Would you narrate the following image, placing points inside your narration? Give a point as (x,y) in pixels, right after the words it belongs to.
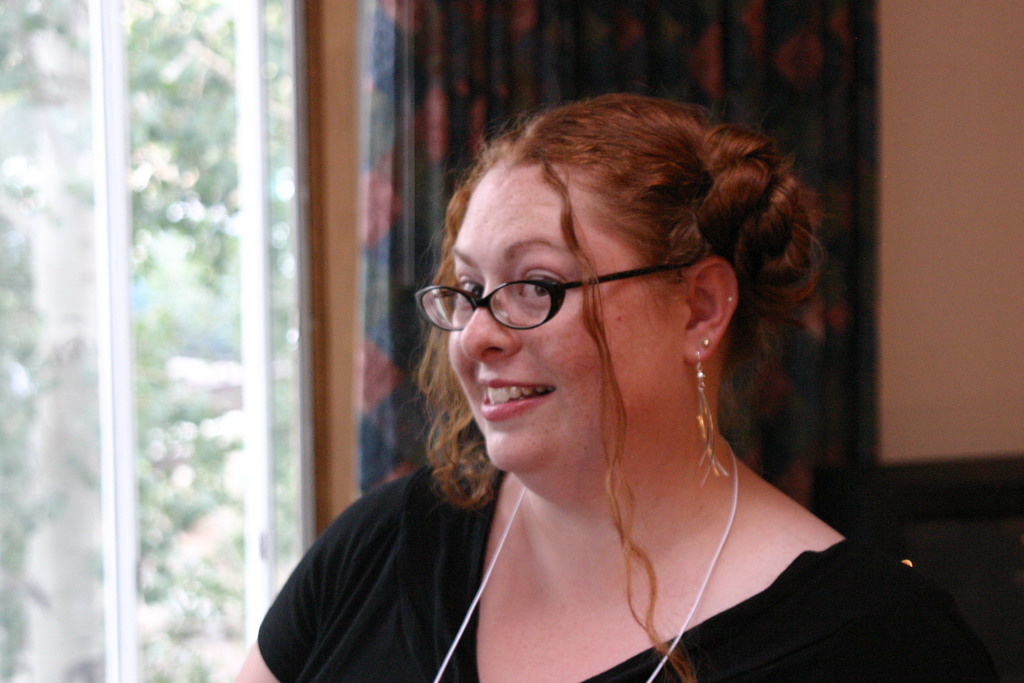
In this image there is a woman (609,236) with spectacles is smiling, and in the background (182,634) there is a curtain (788,79), window (13,95) and a wall (921,396).
